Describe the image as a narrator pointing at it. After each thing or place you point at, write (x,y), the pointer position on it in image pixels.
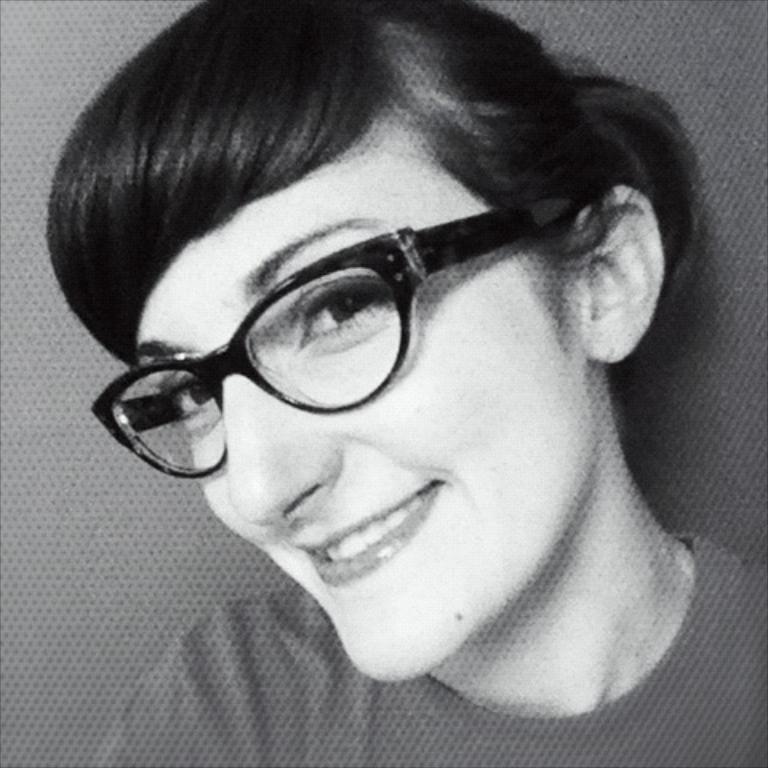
This picture is in black and white. In the picture, there is a woman (448,596) wearing spectacles (308,387).
